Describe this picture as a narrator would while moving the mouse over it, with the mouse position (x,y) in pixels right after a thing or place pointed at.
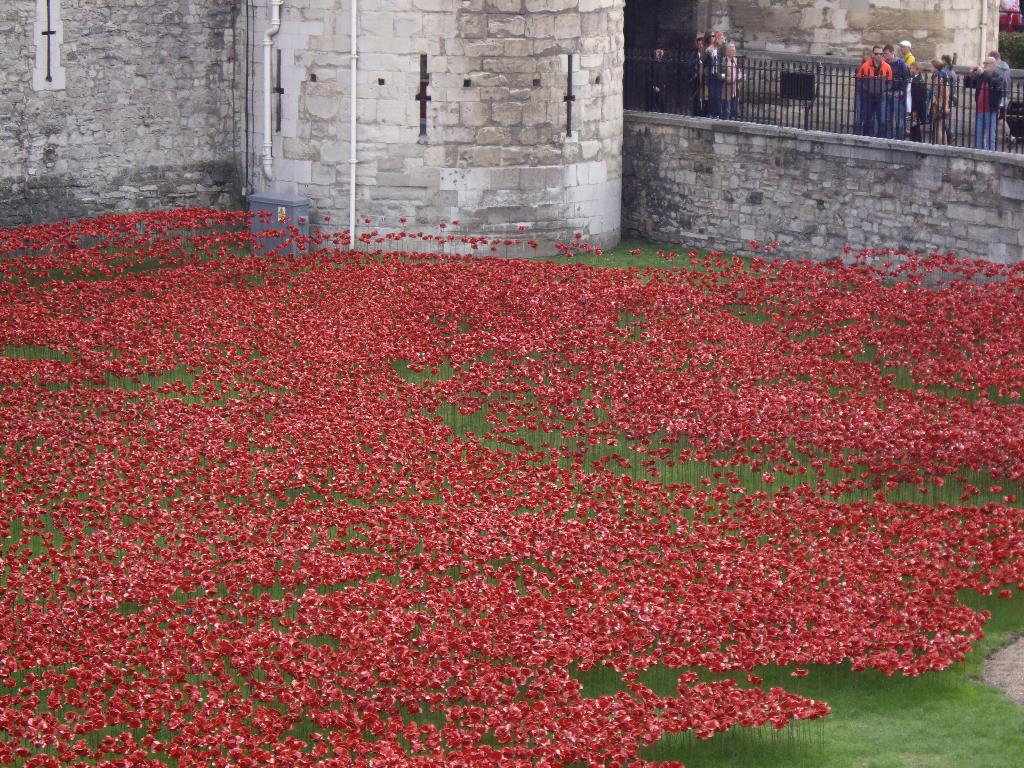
In this image there are flowers (873,582), in the background (782,20) there is a fort (744,50) and a railing (878,120), behind the railing (853,128) there are people (875,80) standing.
